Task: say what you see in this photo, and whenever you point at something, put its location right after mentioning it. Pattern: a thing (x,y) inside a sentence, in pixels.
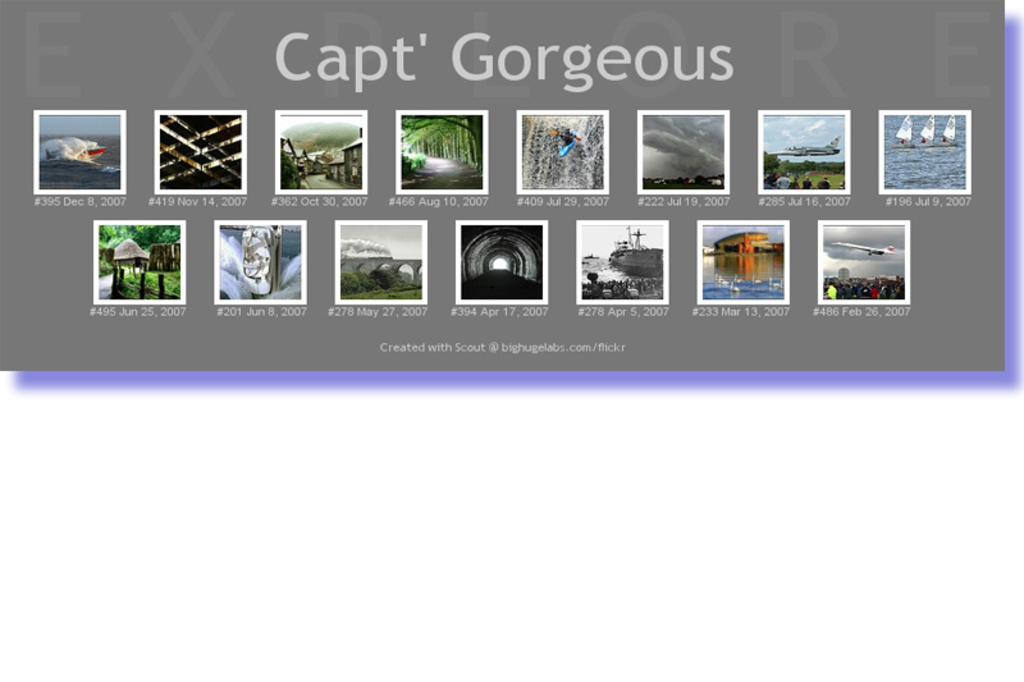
In this picture we can see many images (552,160) and text (414,205) are present on the display screen (364,177).
